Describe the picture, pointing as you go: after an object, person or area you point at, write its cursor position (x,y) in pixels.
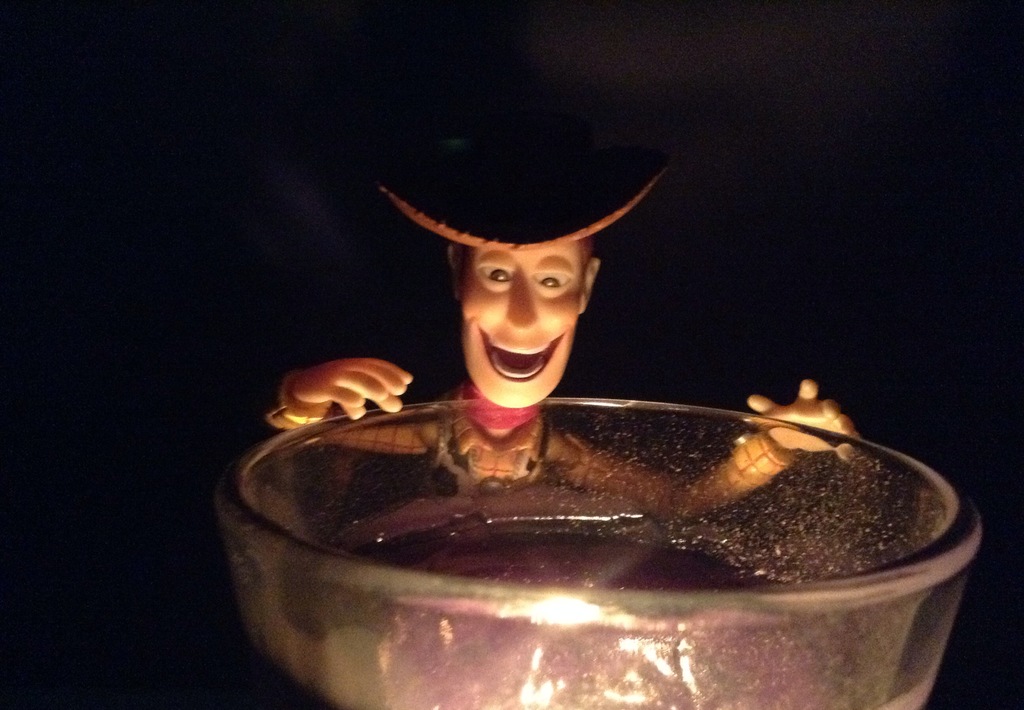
In this image I can see a bowl (654,566). I can see a toy (487,355). I can see the background (269,133) is black in color.
